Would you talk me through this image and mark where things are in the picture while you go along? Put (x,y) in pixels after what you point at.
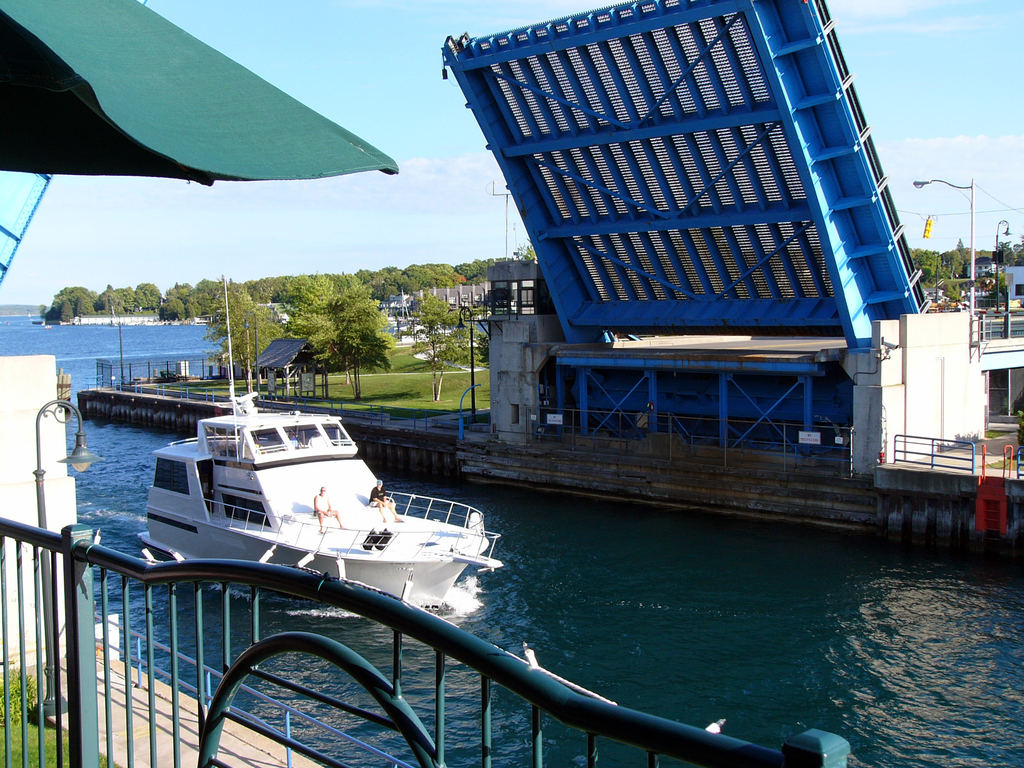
In this image we can see railing (416,735), light pole (42,508). tent (81,156), the ship (257,505) on which two people (339,518) are sitting is floating on the water (617,534), buildings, grass (423,415), trees (345,319), wires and sky (459,216) with clouds (374,178) in the background (359,202).
